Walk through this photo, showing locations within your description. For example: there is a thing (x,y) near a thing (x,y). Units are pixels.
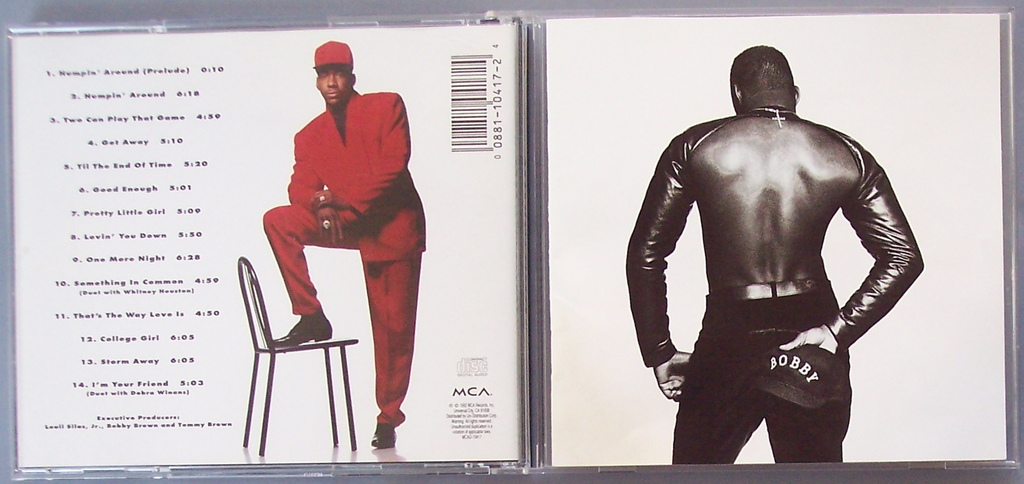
In this image on the left side (263,432) I can see a person (289,273) and a chair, some texts (137,242) are written on the left side (173,138) and on the right side (815,295) we can see a person (801,308), holding cap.
